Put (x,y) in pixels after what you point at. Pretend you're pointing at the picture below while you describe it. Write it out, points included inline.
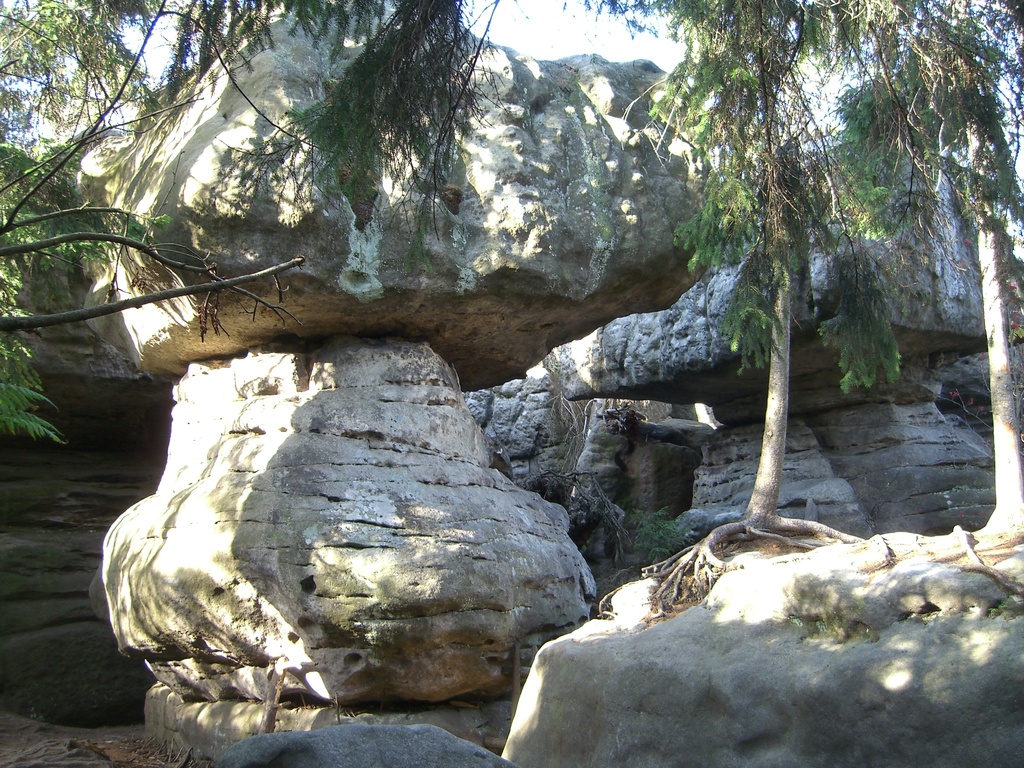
In this picture I can see some rocks (624,370) and trees (780,283).
